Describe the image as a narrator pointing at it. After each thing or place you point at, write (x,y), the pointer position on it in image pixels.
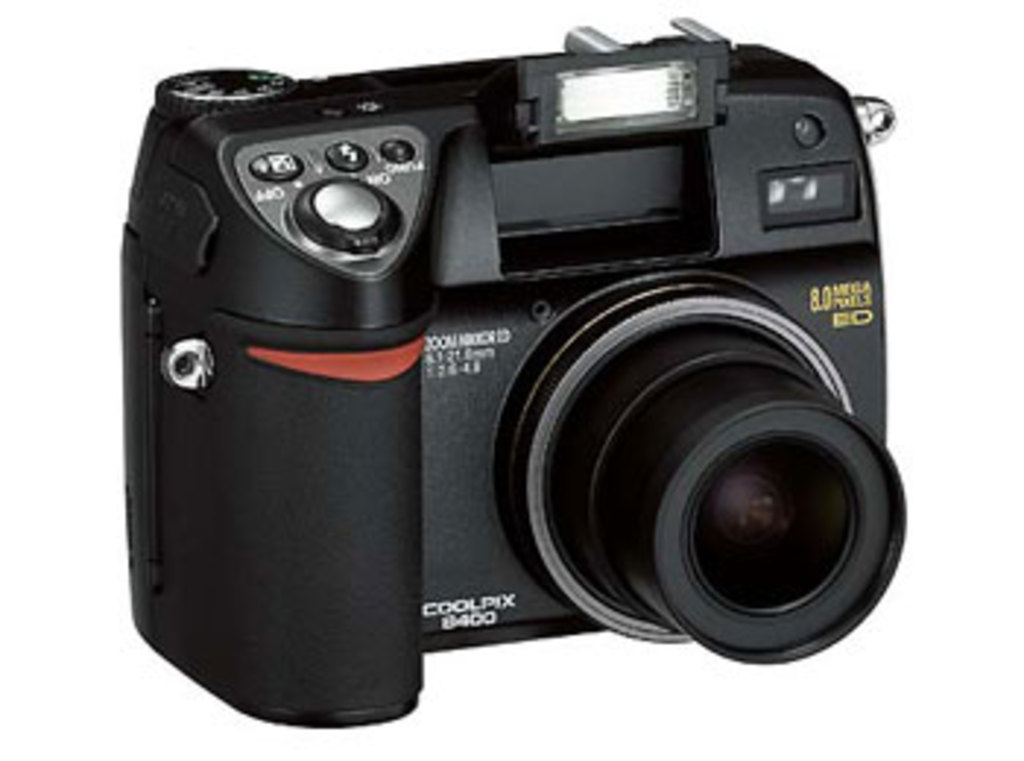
Here in this picture we can see a black colored camera (476,264) present over there.
